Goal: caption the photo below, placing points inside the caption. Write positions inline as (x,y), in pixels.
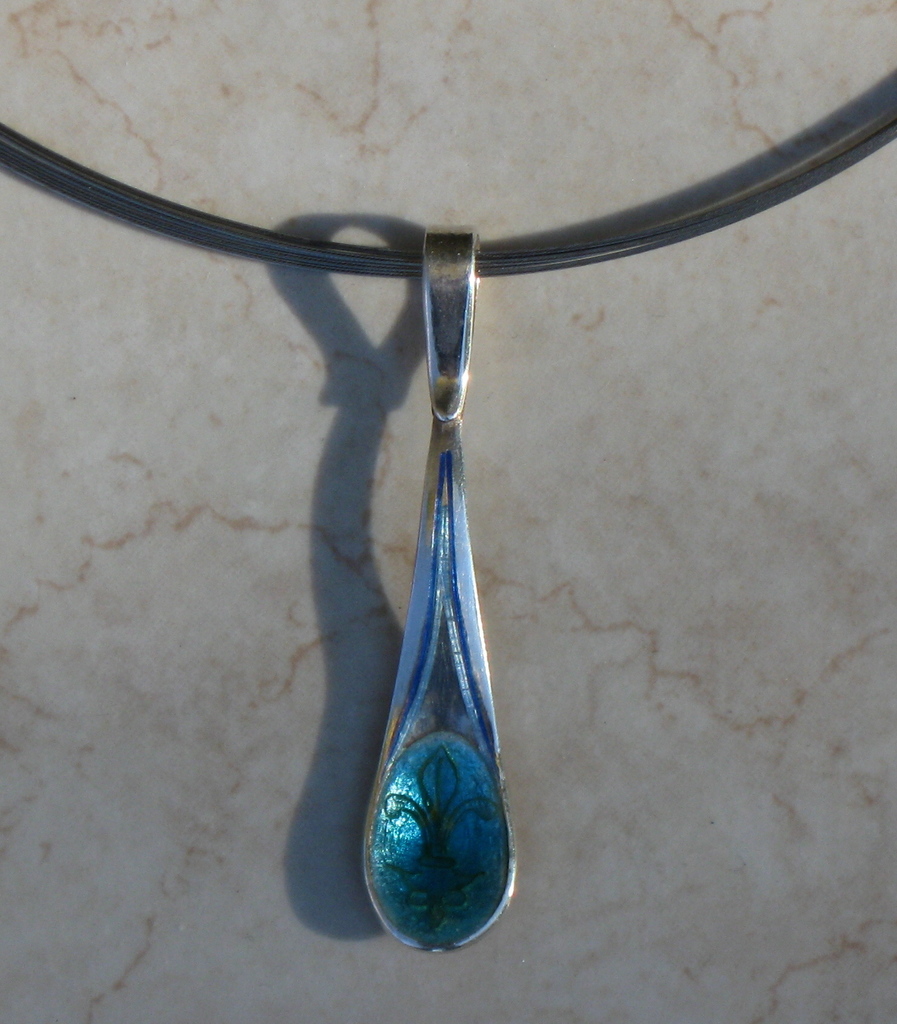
In this image I can see a locket (461,816) attached to a black thread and I can see cream color background (51,100).
